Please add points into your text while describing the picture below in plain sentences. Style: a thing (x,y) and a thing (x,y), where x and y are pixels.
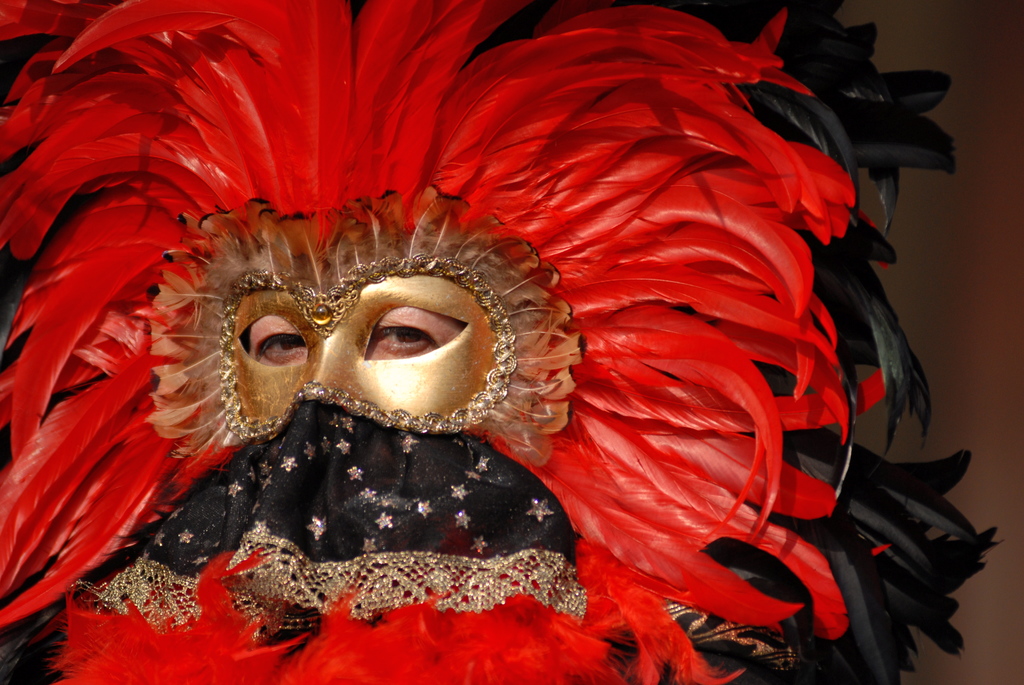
There is a person (582,666), hiding the face (303,353) with a mask (302,203). The mask (317,171) is made up of red and black feathers (600,135).
